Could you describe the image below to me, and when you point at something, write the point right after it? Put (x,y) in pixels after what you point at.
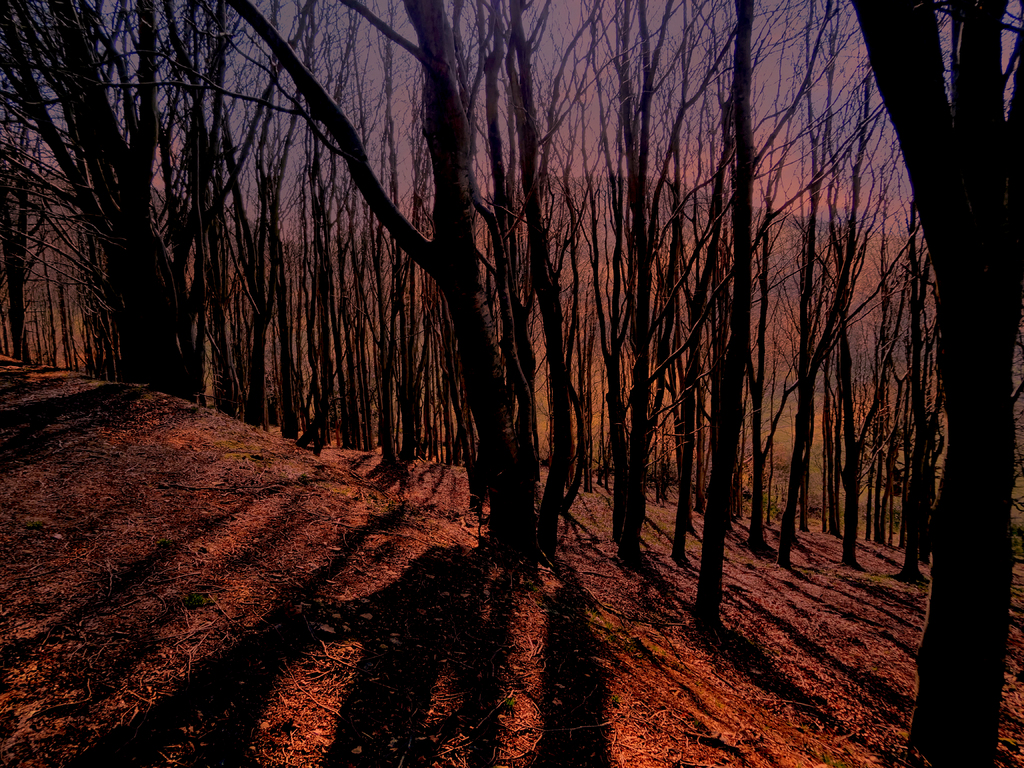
In this image we can see shredded leaves (233,604), twigs (185,633), trees (442,327), hills (856,382) and sky (302,138).
